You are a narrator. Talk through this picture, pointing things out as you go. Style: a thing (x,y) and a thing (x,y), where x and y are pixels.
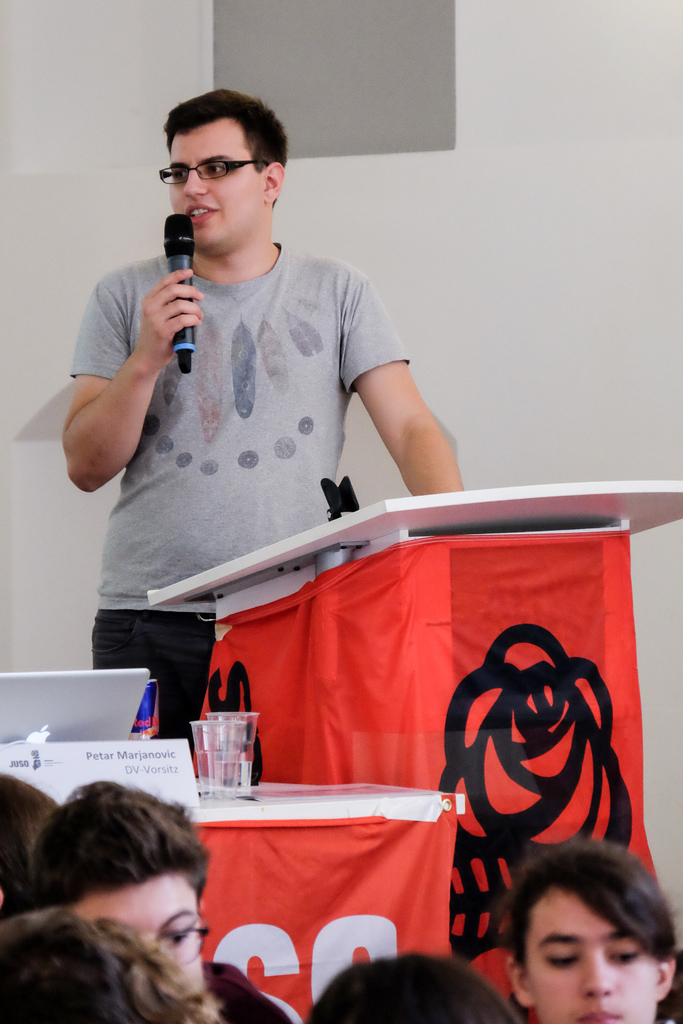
In this image there is a person (292,327) holding a mic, in front of him there is a table (387,576), beside that table (361,774) there is another table (256,789) with glasses (222,770), laptop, name plate (112,769) with some text (132,763) on it, in front of the table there are a few people (33,880). In the background (567,200) there is a wall (653,478).
